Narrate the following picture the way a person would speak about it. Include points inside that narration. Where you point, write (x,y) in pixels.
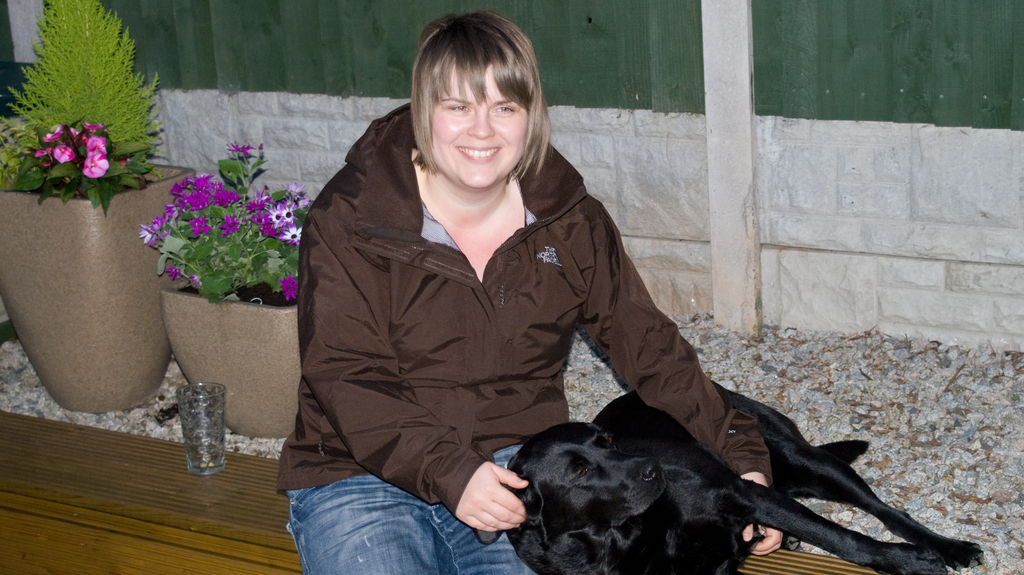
In the middle (507,331) a woman (549,354) is sitting and holding a dog (609,483) beside her. On the left (200,434) there is a glass (215,422) and houseplants (130,76).
